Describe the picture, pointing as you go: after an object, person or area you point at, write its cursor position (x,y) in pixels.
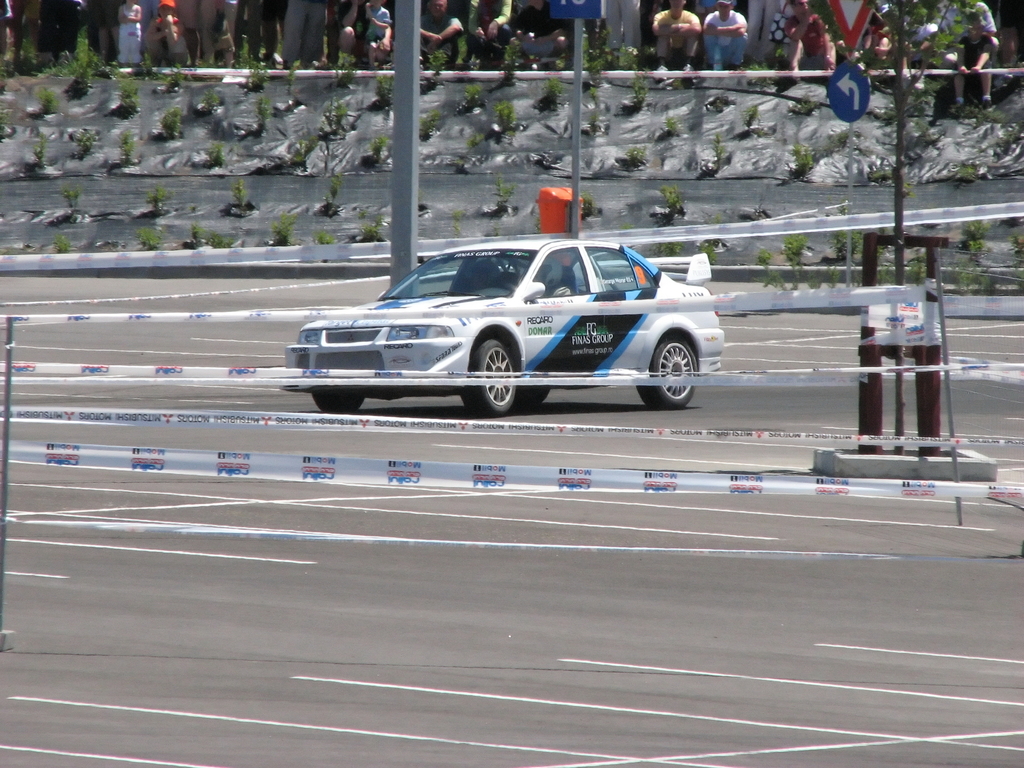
In this picture there is a sports car (479,293) in the center of the image (367,383) and there are ribbons (771,222) around the car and there are people (32,15) at the top side of the image (32,30), there is a sign pole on the right side of the image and there are plants (598,48) in the image.
